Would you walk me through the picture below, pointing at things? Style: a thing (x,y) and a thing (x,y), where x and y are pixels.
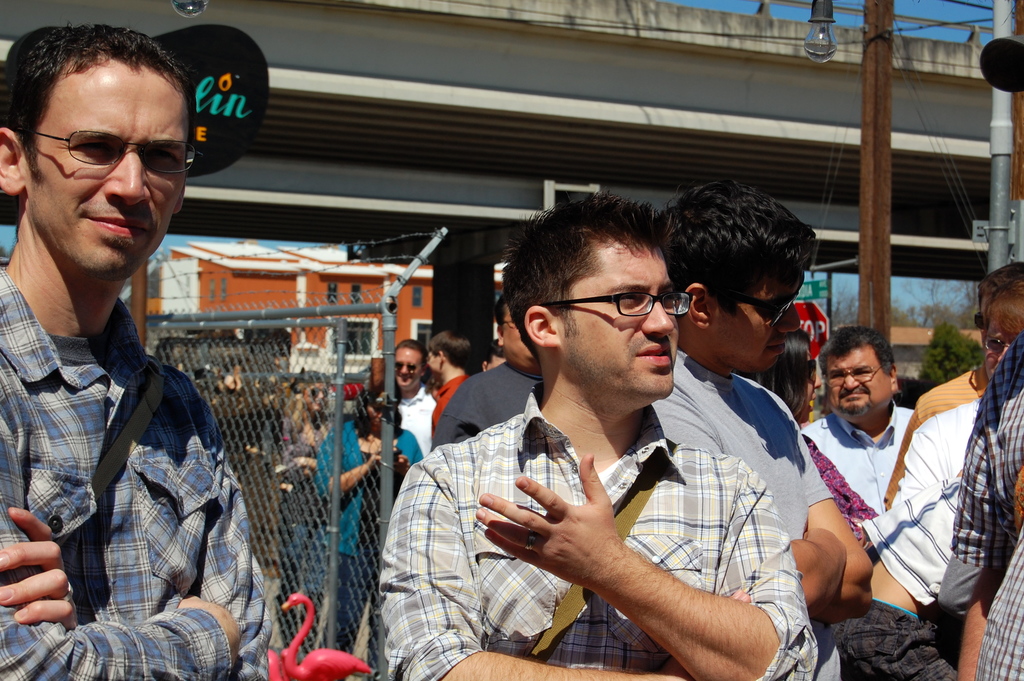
In the picture we can see group of persons (425,561) standing and in the background of the picture (428,278) there is a bridge (300,234), there are some houses (353,335), trees (972,357).
